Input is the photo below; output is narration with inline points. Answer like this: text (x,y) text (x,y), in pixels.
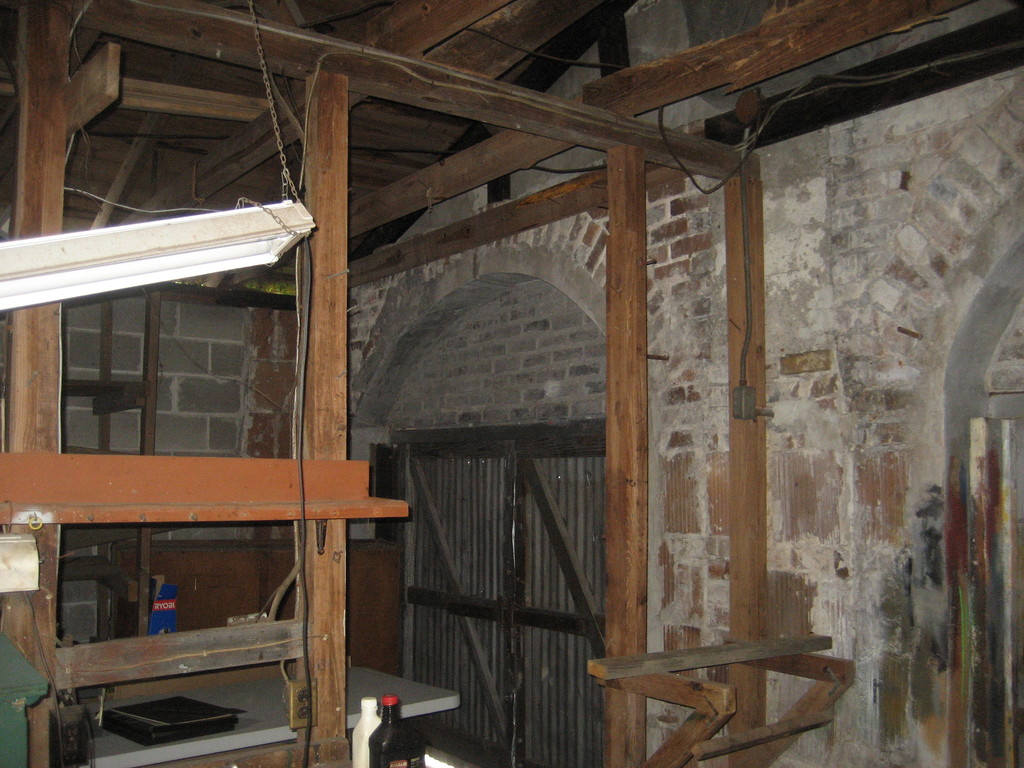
This is a table (277,706). On the table (248,706) there are files (184,700). Here we can see bottles (405,734), and wood (338,732). In the background (577,414) there is a wall (911,354) and a door (588,597).
